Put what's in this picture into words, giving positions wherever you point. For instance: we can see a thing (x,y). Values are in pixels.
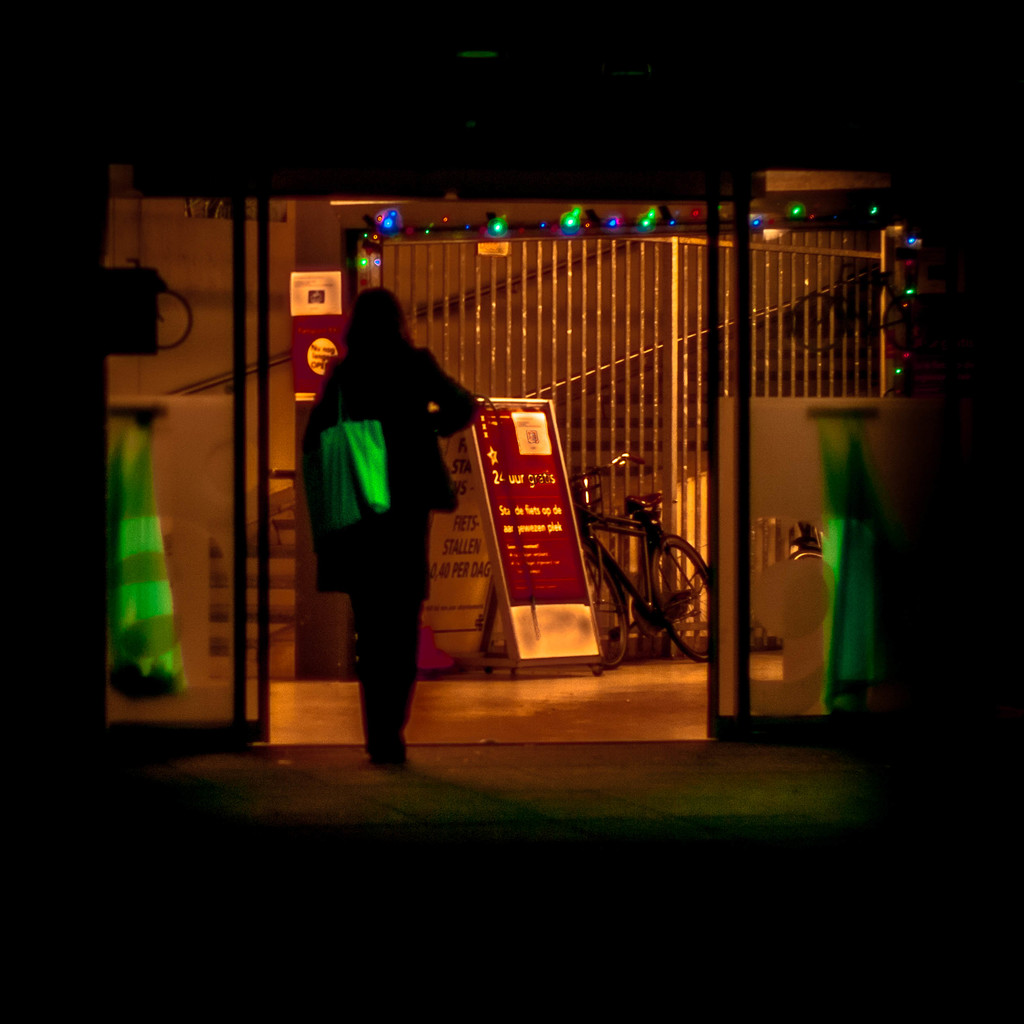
In this image we can see a person (409,646) wearing handbag (359,485) and walking on the ground (440,742), there is a bicycle (627,579), railing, boards (336,296), few lights (376,219), stairs (291,500), a box (129,312) and few other objects (859,603).
